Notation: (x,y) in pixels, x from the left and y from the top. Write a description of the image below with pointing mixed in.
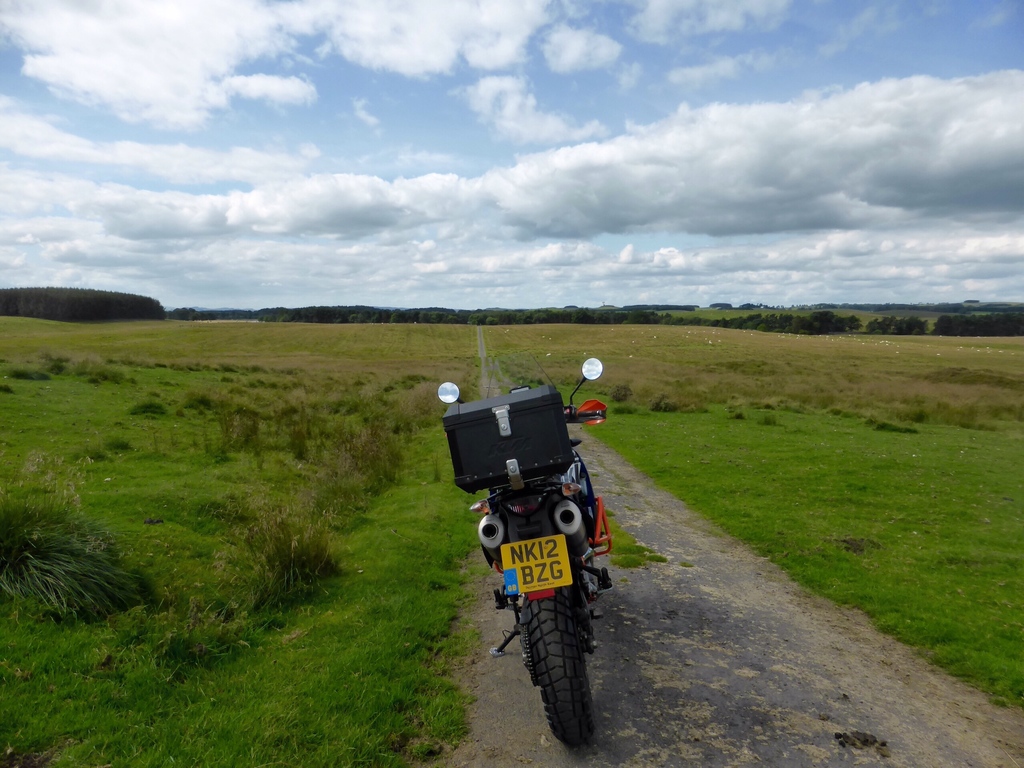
In this image there is a bike (551,621) parked on the road (678,665). On the either sides of the road (689,673) there is the ground (294,558). There are plants (276,557) and grass (884,517) on the ground (899,472). In the background (67,304) there are trees (89,304). At the top (301,137) there is the sky (299,211).
